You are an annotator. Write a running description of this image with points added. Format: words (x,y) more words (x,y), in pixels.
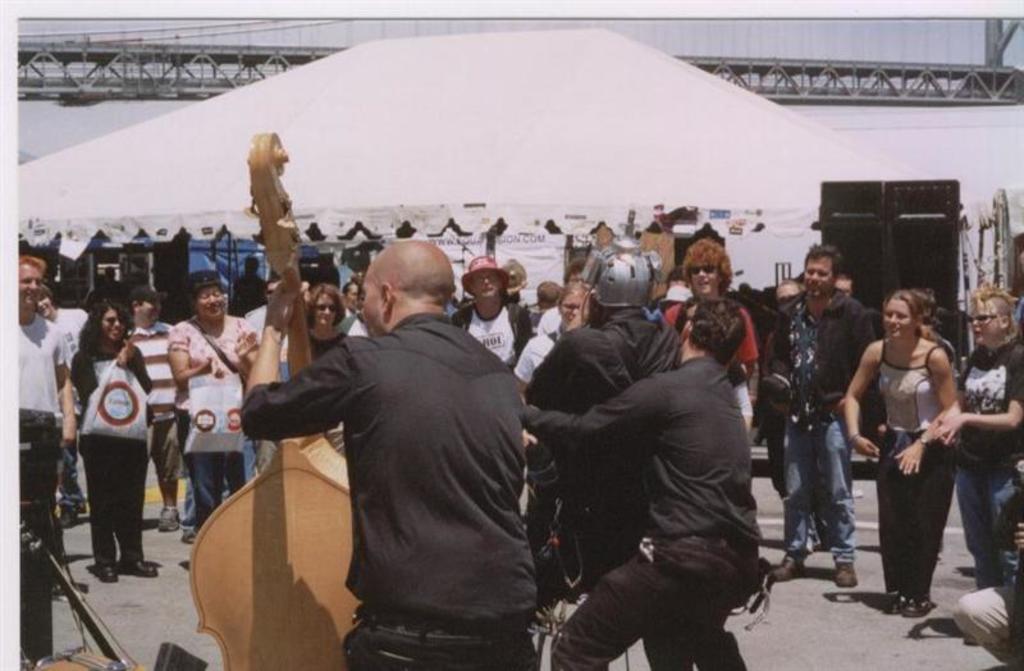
In the foreground of the image (554,449), we can see three men (482,442). One man (388,426) is playing a musical instrument (306,487). In the background (26,356), we can see so many people (808,350), shelter (513,144) and a black color object (903,214). We can see a musical instrument (82,659) in the left bottom of the image (76,670). At the top of the image (151,68), we can see a metal object (945,86) and the sky (34,126).
